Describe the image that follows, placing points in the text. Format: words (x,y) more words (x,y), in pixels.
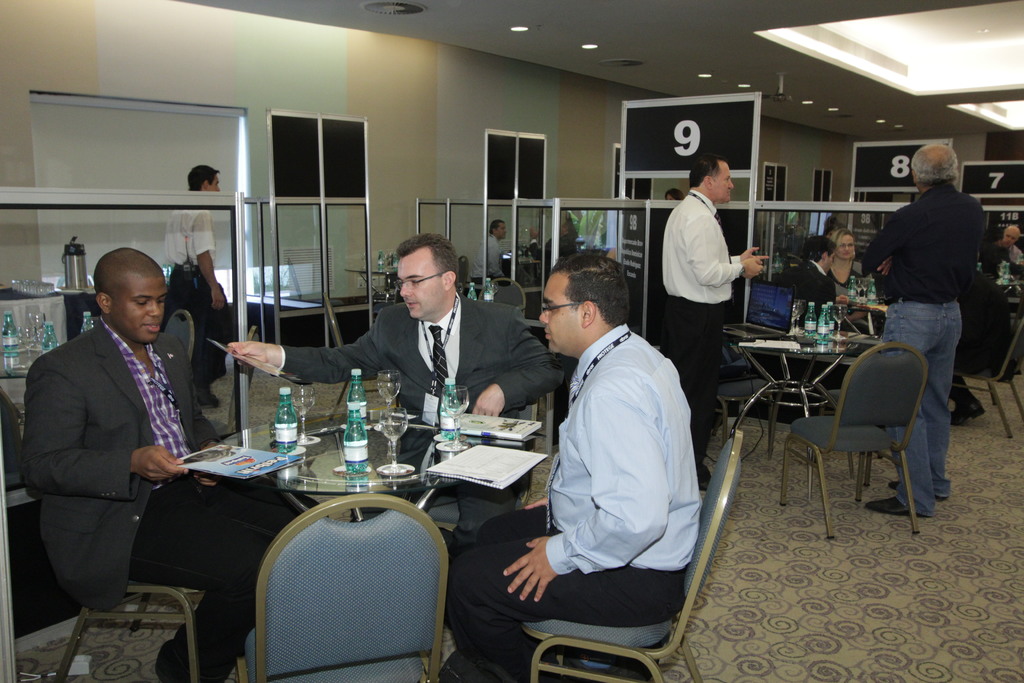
As we can see in the image there is a wall (404,114), few people (610,447) standing and sitting here and there and there are chairs (679,625) and tables (331,482). On tables (298,498) there are books (466,467), papers (481,470), glasses (395,417) and bottles (349,407).
